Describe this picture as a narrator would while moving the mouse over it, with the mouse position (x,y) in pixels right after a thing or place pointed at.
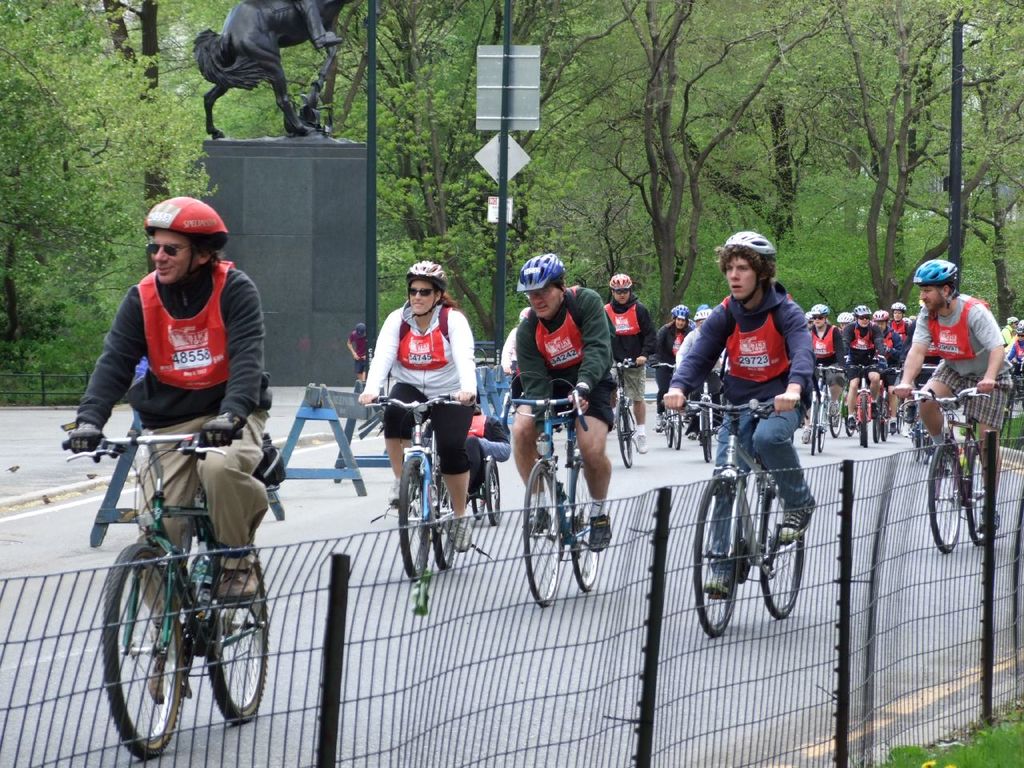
In this image I see number of people (763,376) who are cycling and all of them are on a path (56,542) and I can see a fence (702,487) over here. In the background (183,27) I see a statue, 3 poles (505,19) and lot of trees (30,11).
